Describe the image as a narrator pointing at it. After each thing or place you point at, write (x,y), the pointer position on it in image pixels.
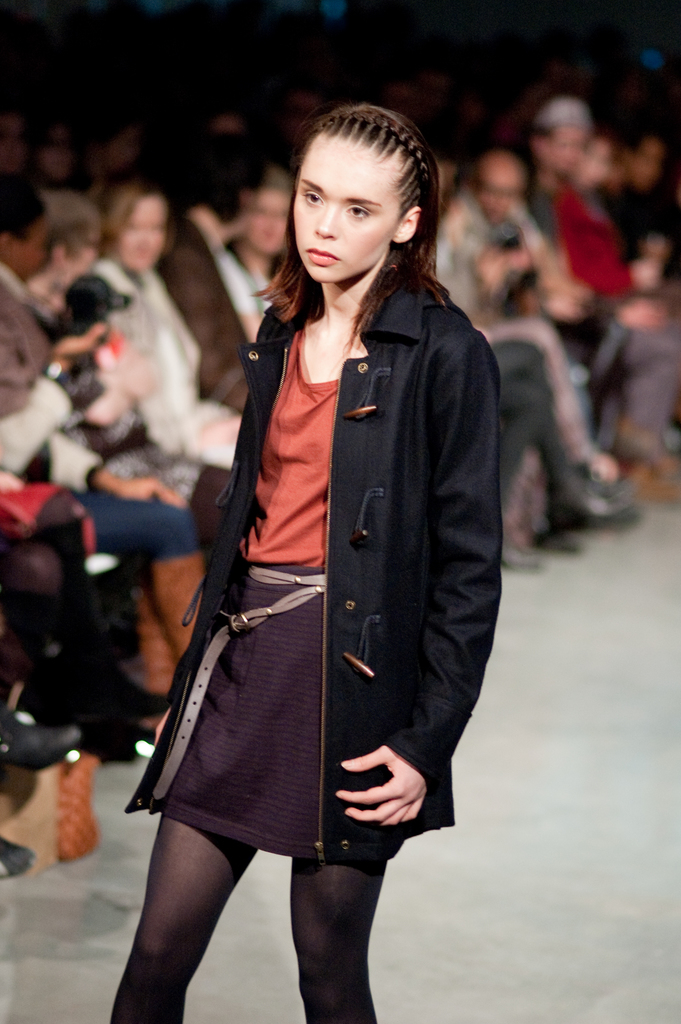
In this image I can see a person (424,543) is wearing black coat (373,750). Back I can see few people (82,385) are sitting on chairs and it is blurred.
